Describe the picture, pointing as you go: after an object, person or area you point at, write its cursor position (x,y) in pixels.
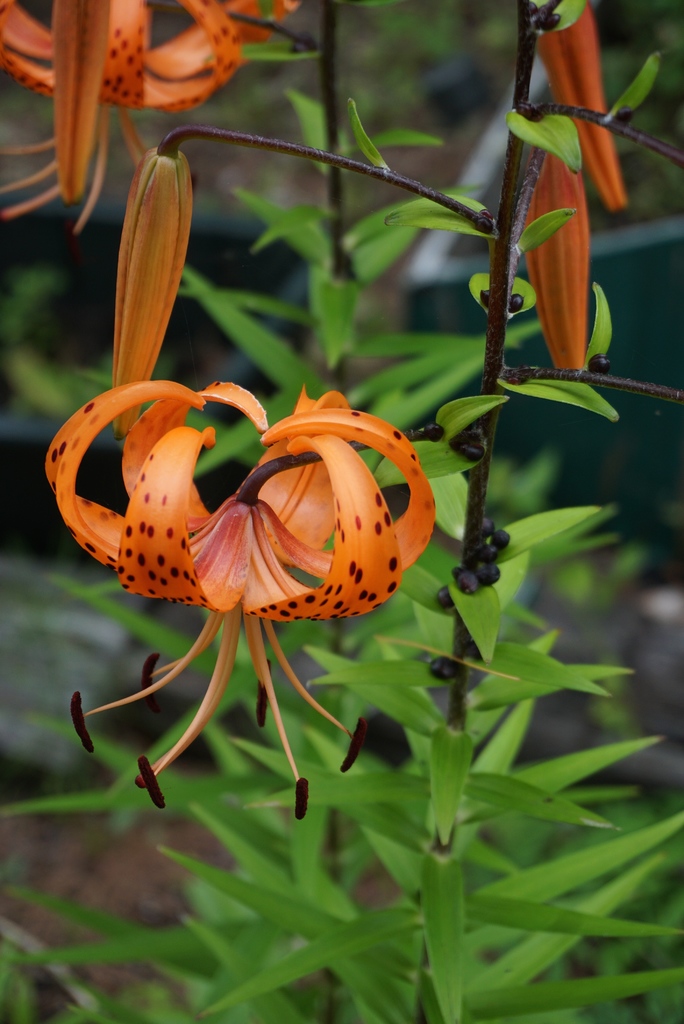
In this picture I can see plants (451,604) with flowers (110,3) and flowers (155,284) are orange in color.
